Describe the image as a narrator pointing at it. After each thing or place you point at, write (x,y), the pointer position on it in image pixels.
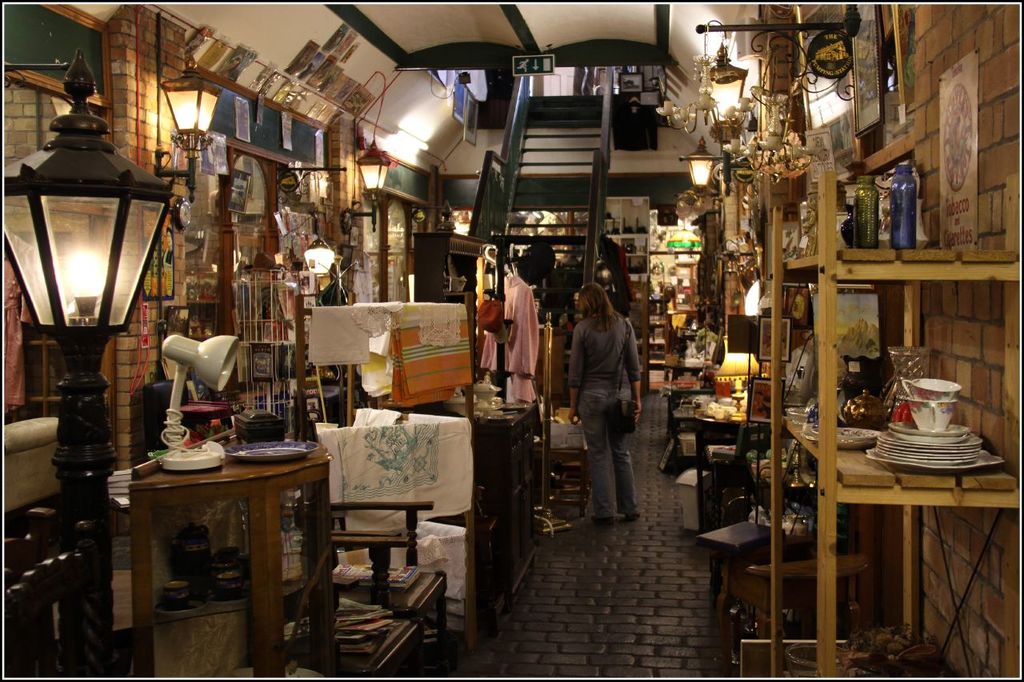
There are many items (491,308) in this room (635,326). There is a cupboard (271,499), table (282,493), lamp (120,307) with stand (69,480). there is a step (569,173). On the table (921,495) there are plate (909,439), cups (917,391), bottles (862,200) and a lady (615,388) standing over there with a bag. There are clothes (411,428) on the stand (412,432). There are pottery items (235,572), books (343,603). On the cupboards (250,557) there are many other items (267,344) kept. There are wall lamp (206,129). On the ceiling (424,88) there are photo frames (331,88). There is a sign board (521,71), chandelier (728,114) and, many other items (731,283) are over there.
